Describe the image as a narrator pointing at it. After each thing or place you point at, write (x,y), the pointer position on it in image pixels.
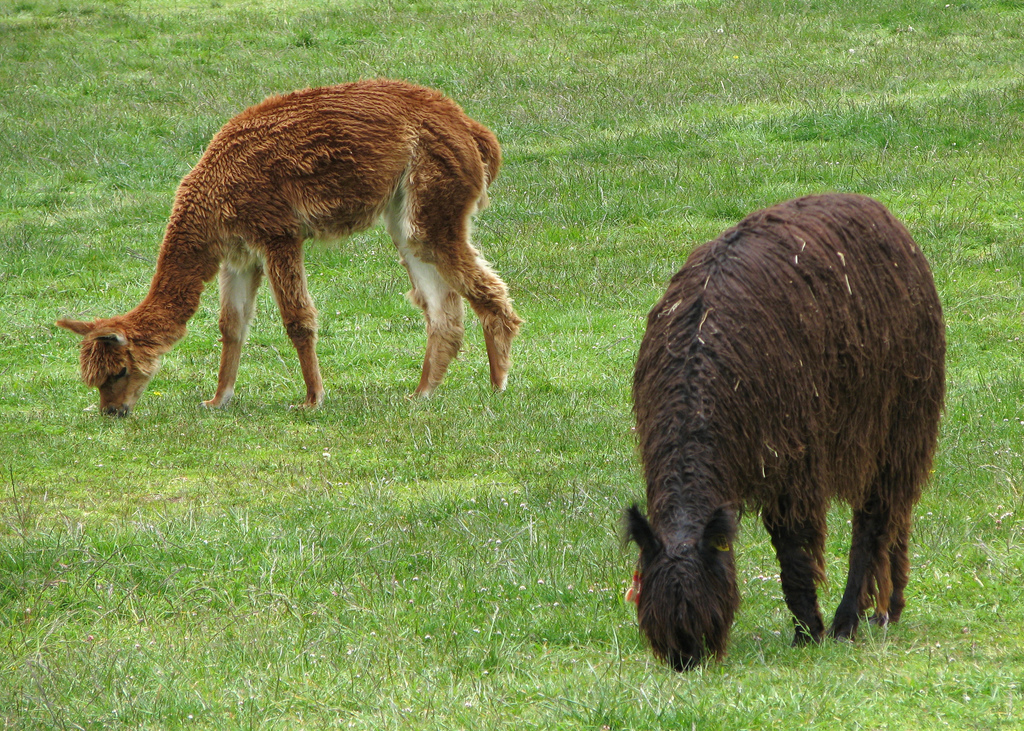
In this image I can see two animals (433,251) in brown, cream and black color. I can see the green color grass (358,516).
